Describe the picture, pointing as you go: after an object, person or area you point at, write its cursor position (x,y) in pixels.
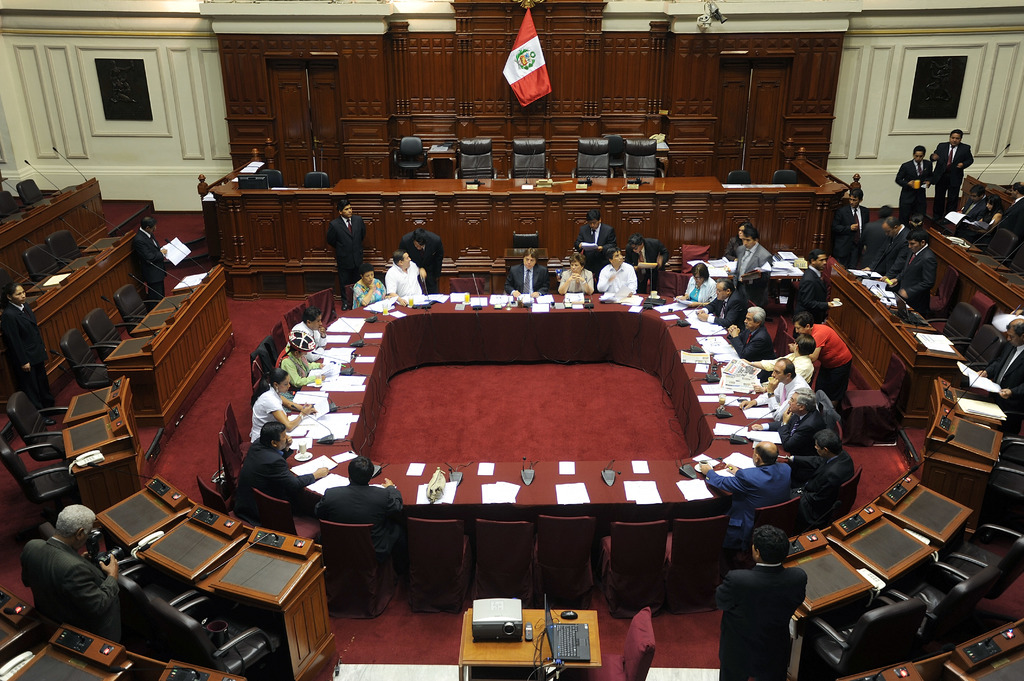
In this image I can see number of chairs (438,550), number of tables (261,238) and on these tables (181,302) I can see number of mics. I can also see number of people (824,328) where few are sitting on chairs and rest all are standing. I can see most of them are wearing suit (943,161), tie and shirt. In the background (518,41) I can see a flag (512,70) and on these tables (482,508) I can see white color papers (583,493). Here I can see a laptop (572,642), a mouse (571,613) and a projector machine (505,602).
